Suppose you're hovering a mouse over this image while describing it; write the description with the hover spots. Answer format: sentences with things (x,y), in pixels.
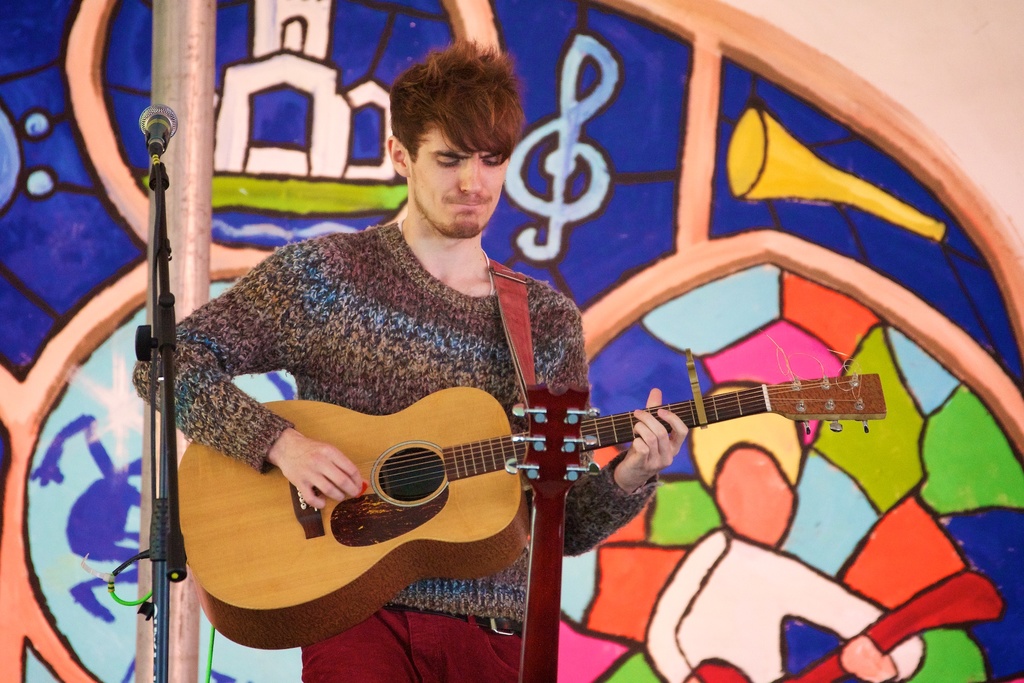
In this image, human (350,481) is playing a guitar (429,464) in-front of mic (168,127) and stand (166,406), wire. At background (746,289), we can see a colorful wall (732,223).
